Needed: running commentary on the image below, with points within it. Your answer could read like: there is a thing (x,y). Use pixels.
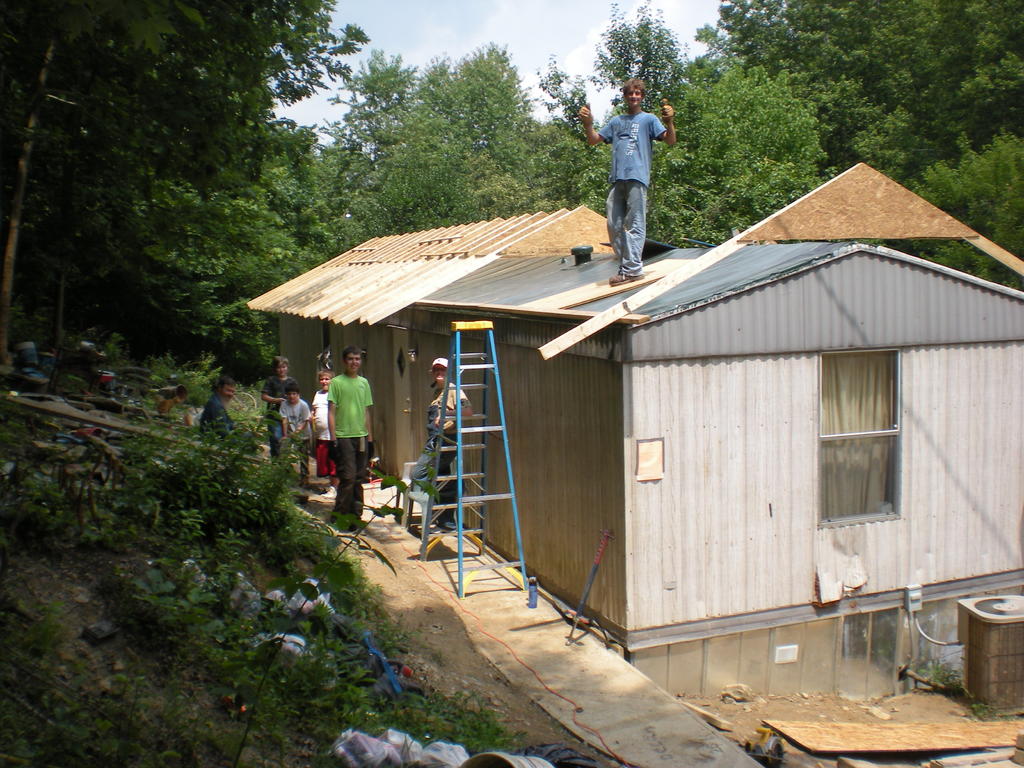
There are houses (584,417), a ladder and some people (319,434) are present in the middle of this image (345,477). There is one man (637,166) standing on a house (607,283). We can see trees (248,253) in the background (720,215) and the sky (403,17) is at the top of this image (540,16). There are small plants (367,686) and other objects (302,609) are present at the bottom of this image (781,757).
